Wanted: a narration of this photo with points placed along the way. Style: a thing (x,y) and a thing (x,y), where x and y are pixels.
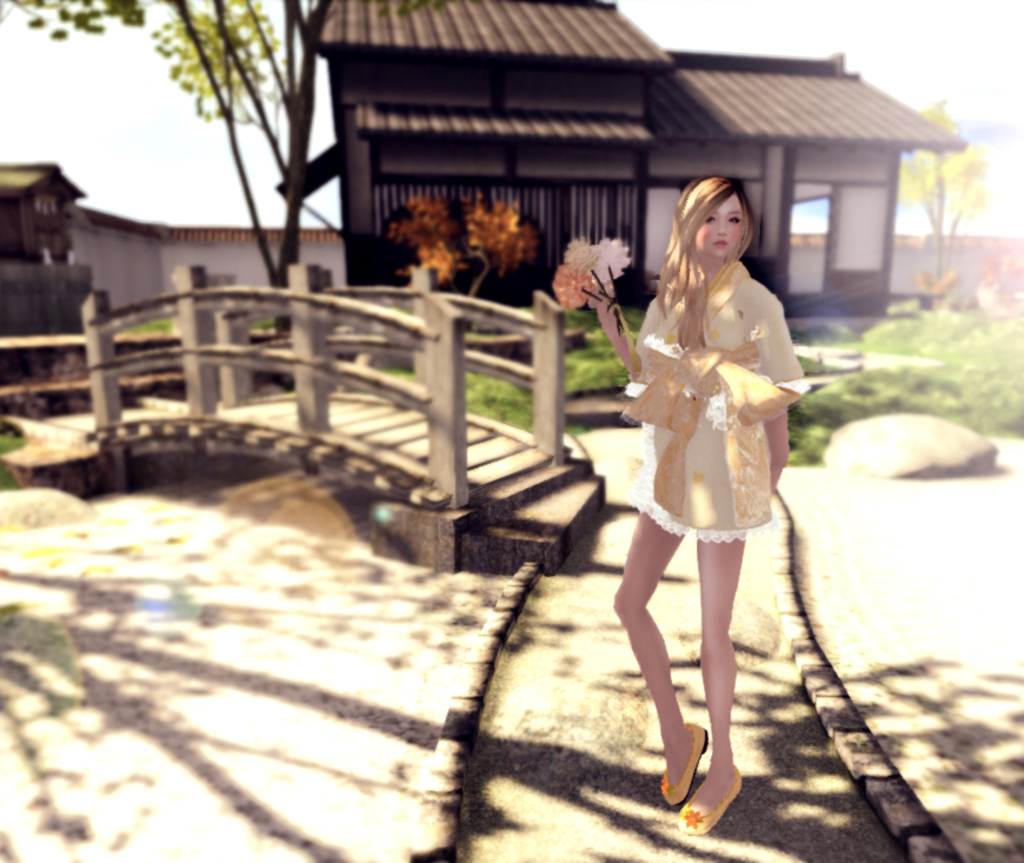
In this picture we can see a girl (710,245) standing on a path (590,591) and holding flowers (590,291) with her hand (606,312), houses (651,70), trees (205,93), wall (149,253), grass (893,338) and in the background (72,103) we can see the sky (177,207).
